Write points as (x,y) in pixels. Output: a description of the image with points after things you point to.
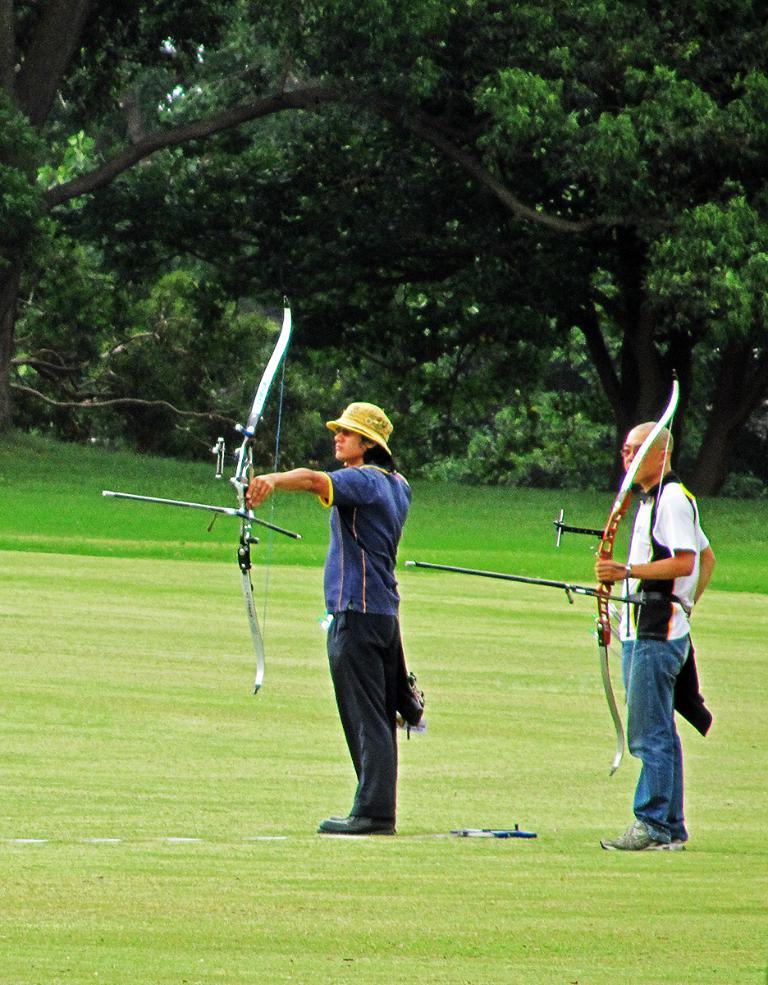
In the center of the image (333,536) there are two persons (666,805) holding bows (612,708) in their hands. At the bottom of the image (410,953) there is grass (412,824). In the background of the image (380,296) there are trees (354,212).
